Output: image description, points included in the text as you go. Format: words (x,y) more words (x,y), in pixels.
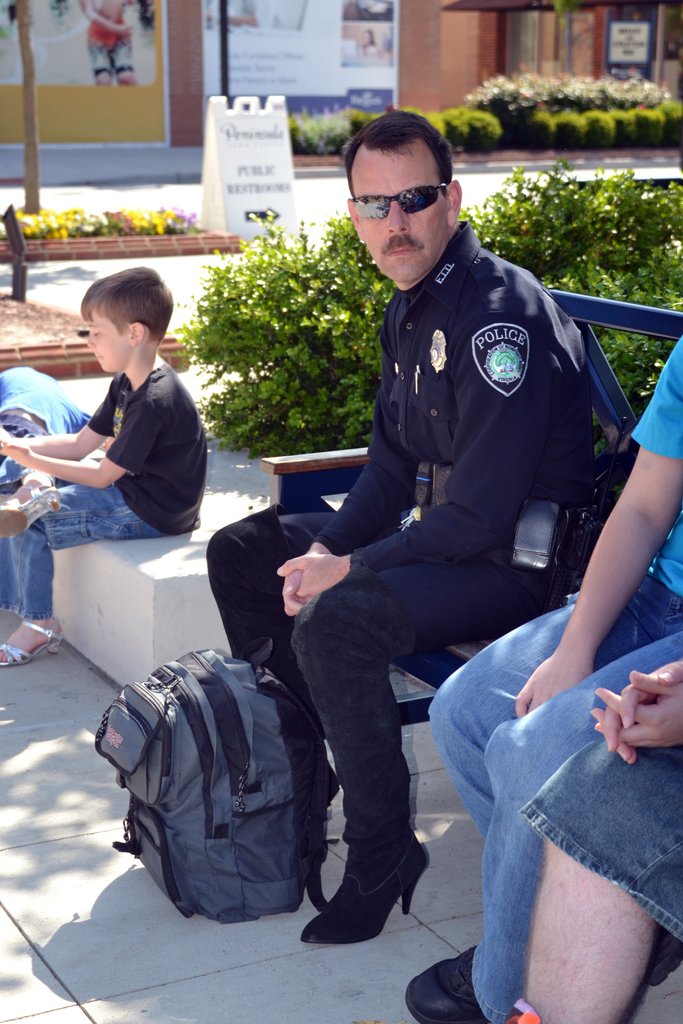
In this image I see 3 persons (397,303) who are sitting on this bench (425,705) and there is a bag (221,657) over here and I see a child (75,476) sitting on this. In the background (250,401) I see the plants (89,221), a board (261,129) and the buildings (157,139).
